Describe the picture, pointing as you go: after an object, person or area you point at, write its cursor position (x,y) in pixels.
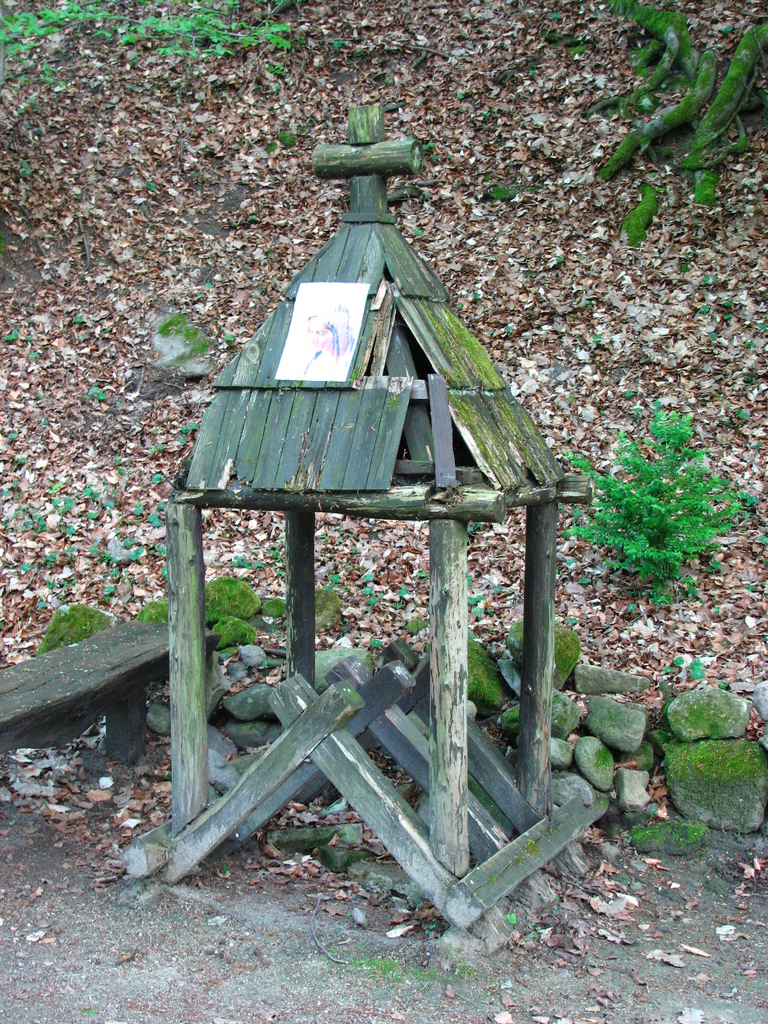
In the image we can see a small hut (342,452), made up of wood (418,673). There are the stones (686,743), dry leaves (620,375), plants (671,483) and a grass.
